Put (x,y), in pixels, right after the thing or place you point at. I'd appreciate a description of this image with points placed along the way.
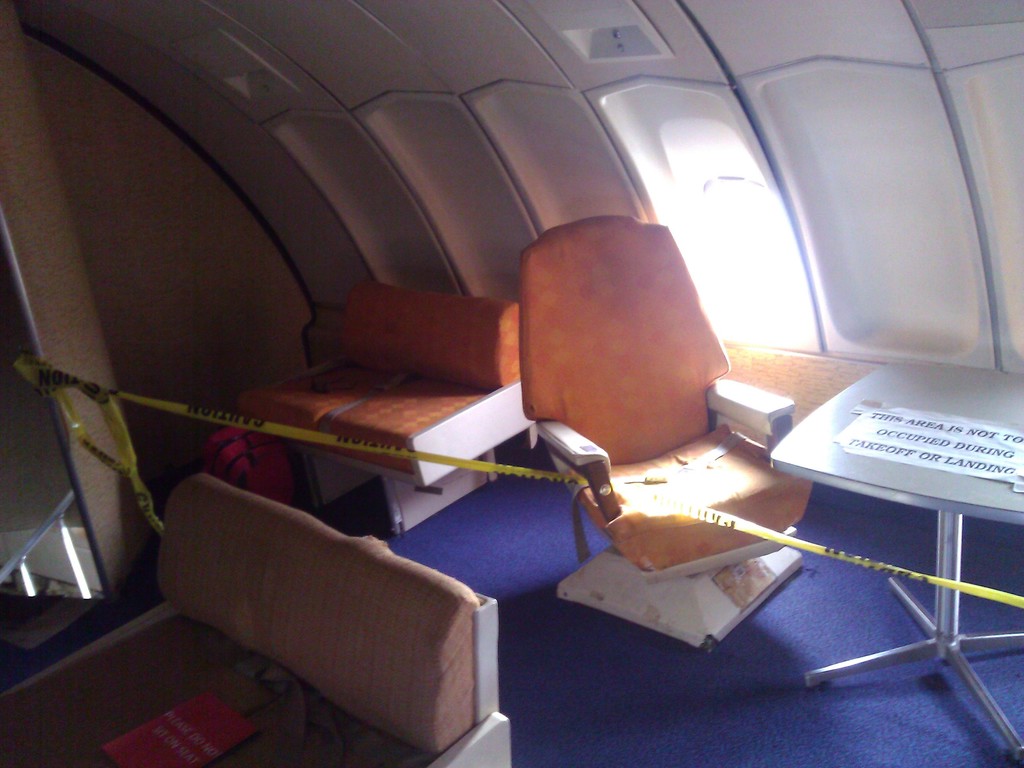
The image is taken in the flight (373,249). In the image there are seats (470,591). On the right (913,400) there is a table (913,400) and there is a sticker (966,468) placed on the table (916,446). In the background (249,469) there is a bag (267,477) and a window (716,244).
